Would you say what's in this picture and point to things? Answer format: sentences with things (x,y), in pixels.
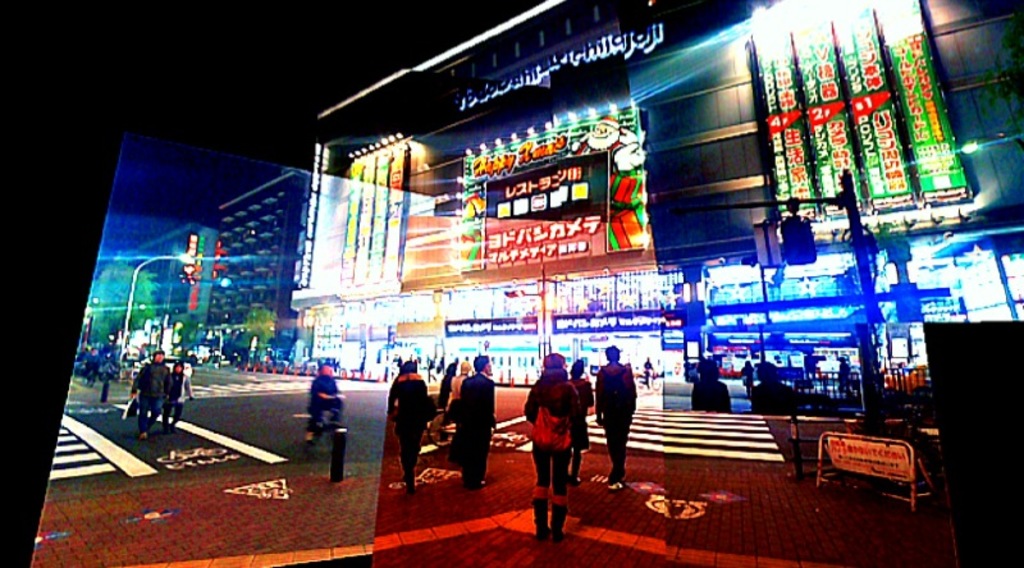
In this image on the road (372,417) there are many people (549,401). In the background (453,219) there are many buildings (469,255). Here there is tree (105,314). There are barricade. All these things (184,382) are on a screen (640,502).
